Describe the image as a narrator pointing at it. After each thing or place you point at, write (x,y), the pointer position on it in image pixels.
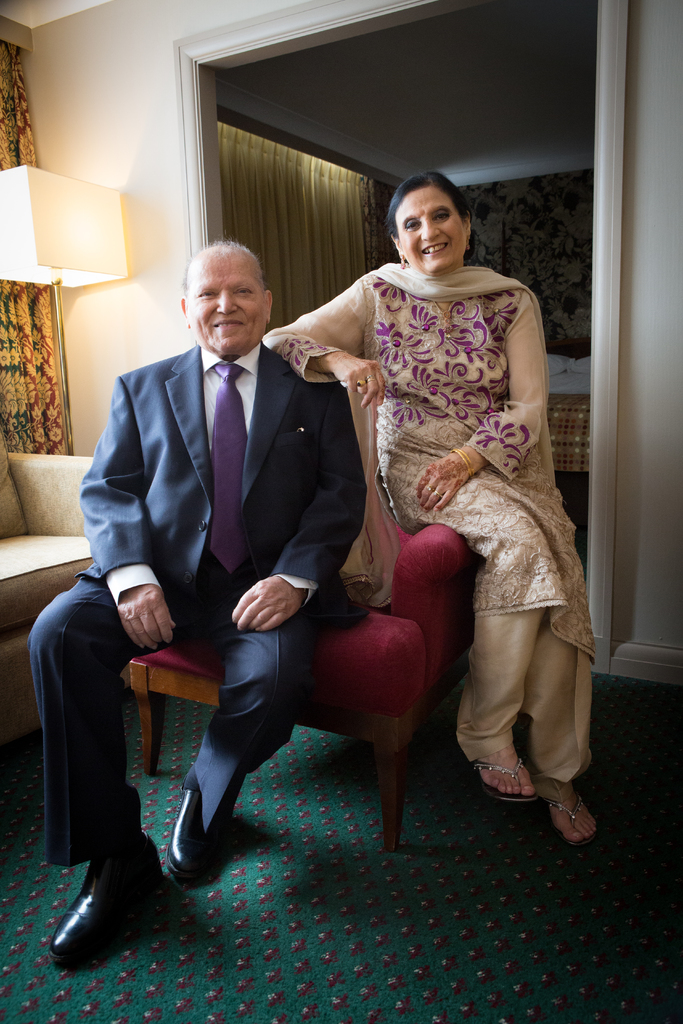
This man (302,649) and this woman (378,494) are highlighted in this picture. This man (278,477) is sitting on a couch (334,635). This man (256,505) wore suit (283,470) and this woman (403,347) wore dress (481,420). This is a lantern lamp (77,253).
